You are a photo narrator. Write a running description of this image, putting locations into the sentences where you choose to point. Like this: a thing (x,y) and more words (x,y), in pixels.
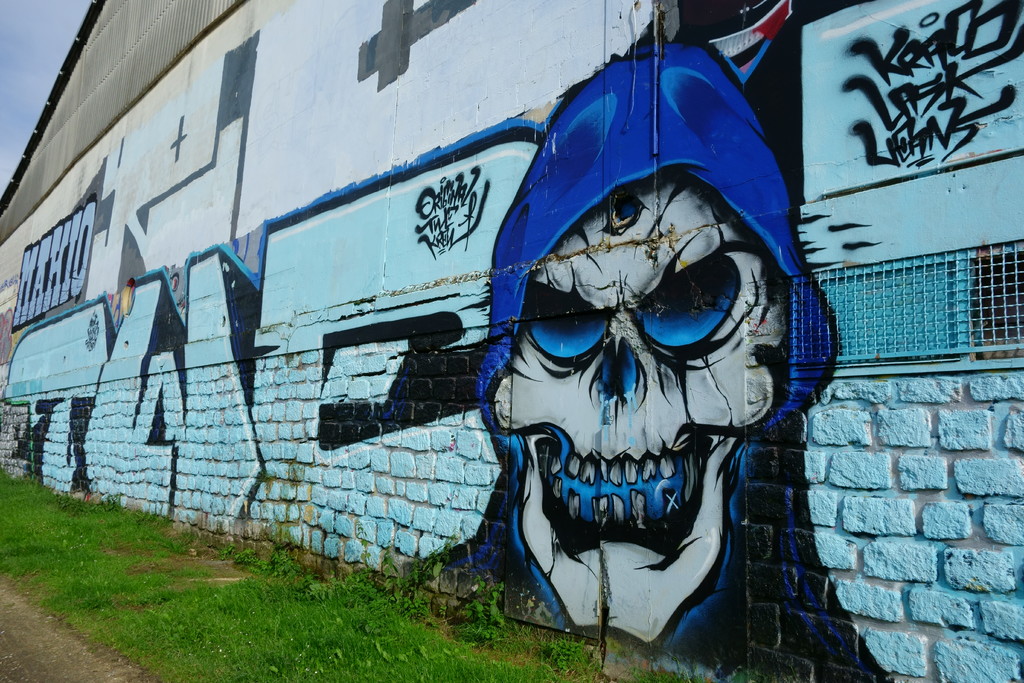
In this image, we can see some grass (96,576) and plants (382,605). There is a wall (253,121) in the middle of the image (424,443) contains an art (630,398). There is a sky (29,55) in the top left of the image (29,52).
